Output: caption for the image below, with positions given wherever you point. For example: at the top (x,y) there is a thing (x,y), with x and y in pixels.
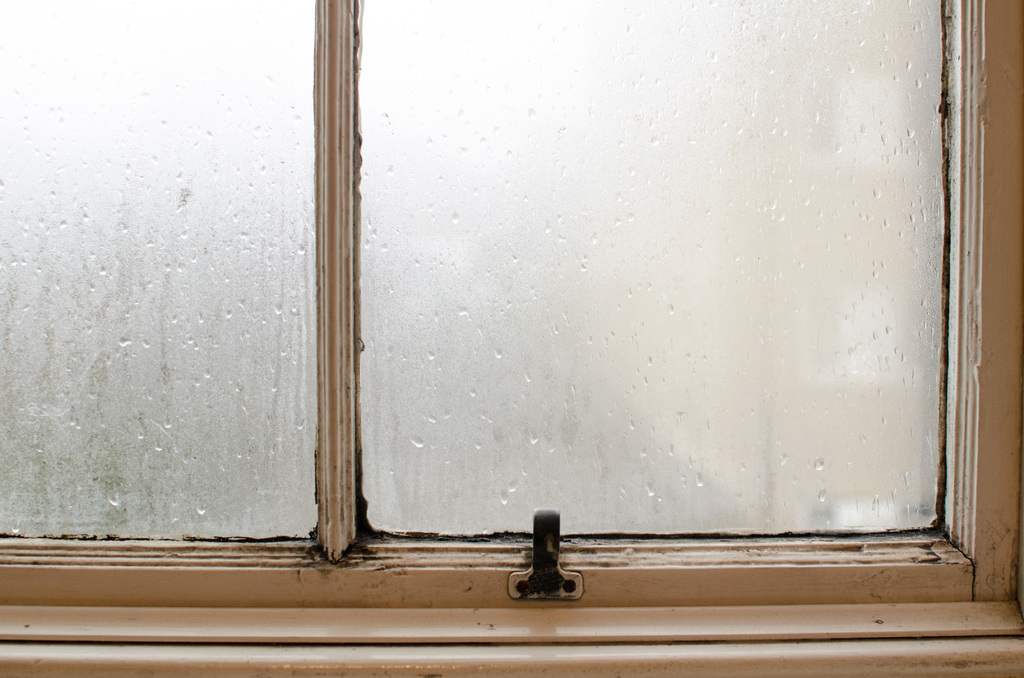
There is a window (317,402) with glass panels (238,269). On the glass (164,280) there are water droplets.
